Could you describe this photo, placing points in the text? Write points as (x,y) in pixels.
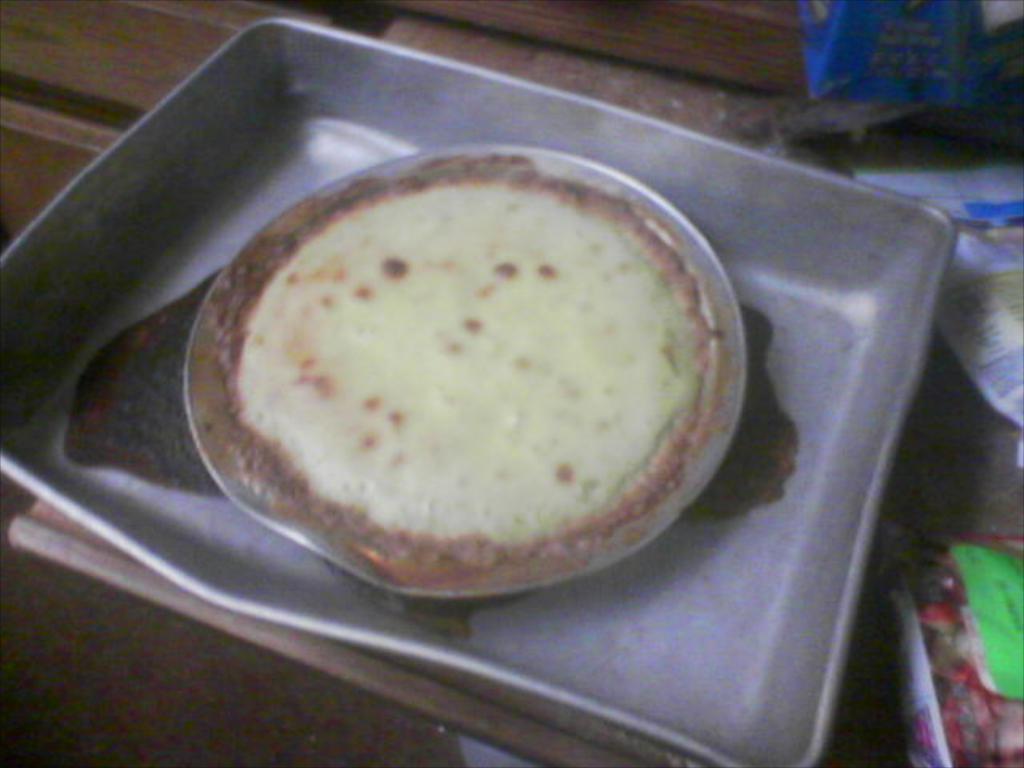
In this image we can see there is a table (943,353), on the table (885,153) there is a tray (900,379) and cake bowl (683,353). And there are packets (936,193) on the table (884,651).
